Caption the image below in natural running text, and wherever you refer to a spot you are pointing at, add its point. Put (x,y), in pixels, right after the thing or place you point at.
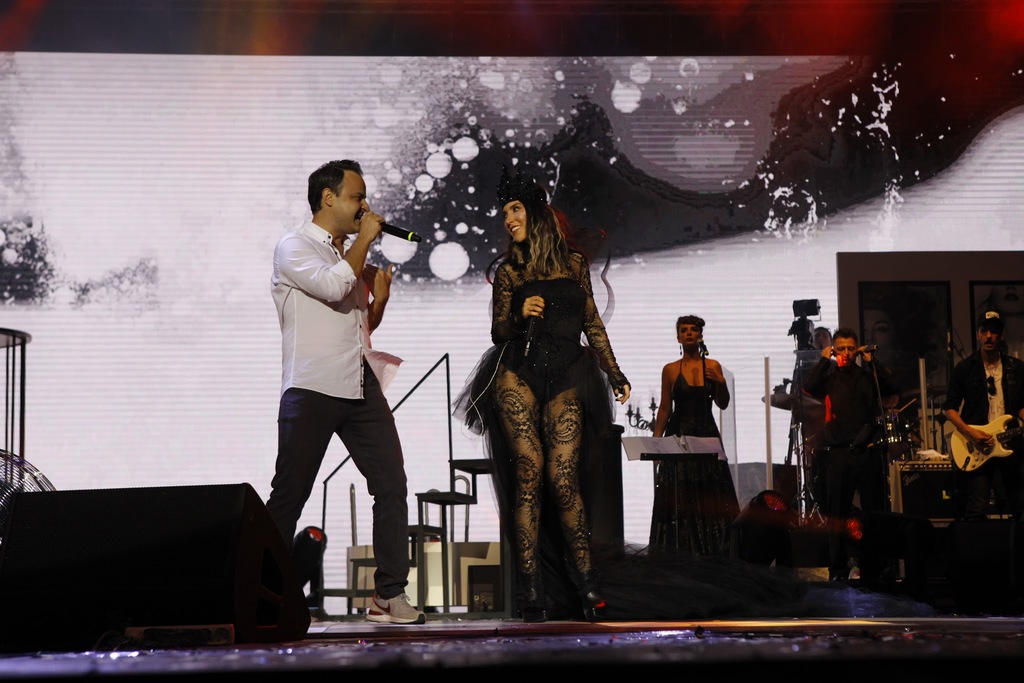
In this image I can see the group of people (558,571) standing and wearing the different color dresses (567,470). I can see few people (718,502) are holding the mics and few people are playing the musical instruments (800,452). In the background (477,353) I can see the frames (913,372) and the screen (175,229).
